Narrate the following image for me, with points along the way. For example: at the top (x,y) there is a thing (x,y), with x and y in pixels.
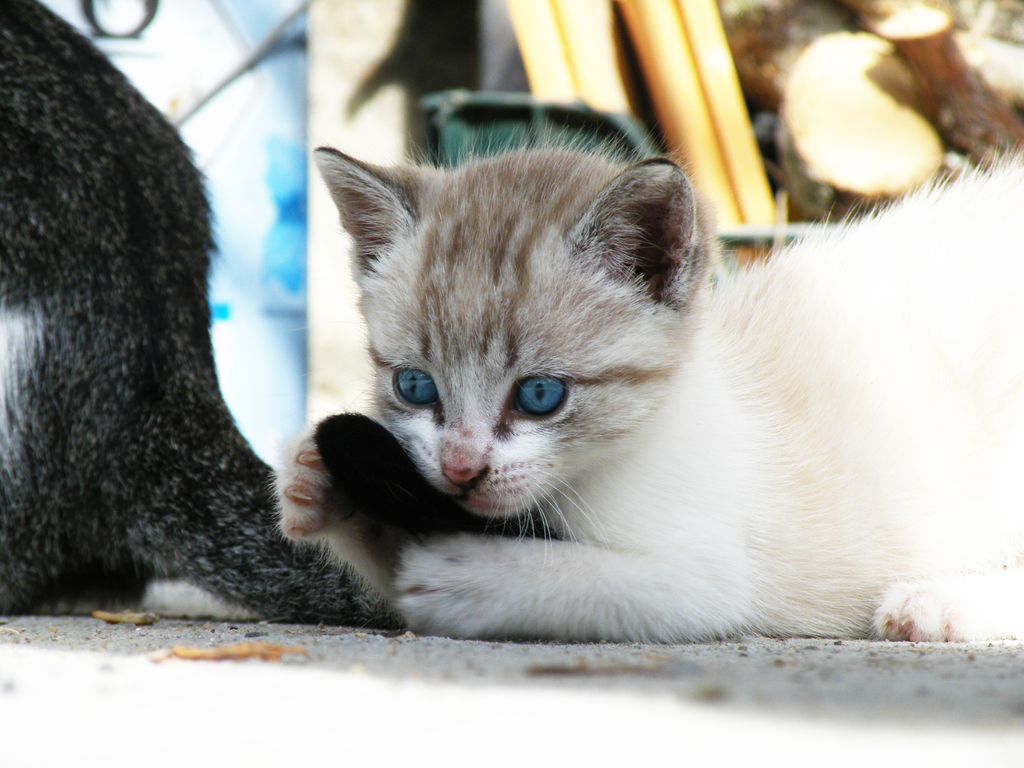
In the picture I can see a white color cat (582,511) and a black color animal (173,515) are sitting on the ground (520,661). In the background (291,344) I can see some other objects (494,143). The background of the image (301,336) is blurred.
